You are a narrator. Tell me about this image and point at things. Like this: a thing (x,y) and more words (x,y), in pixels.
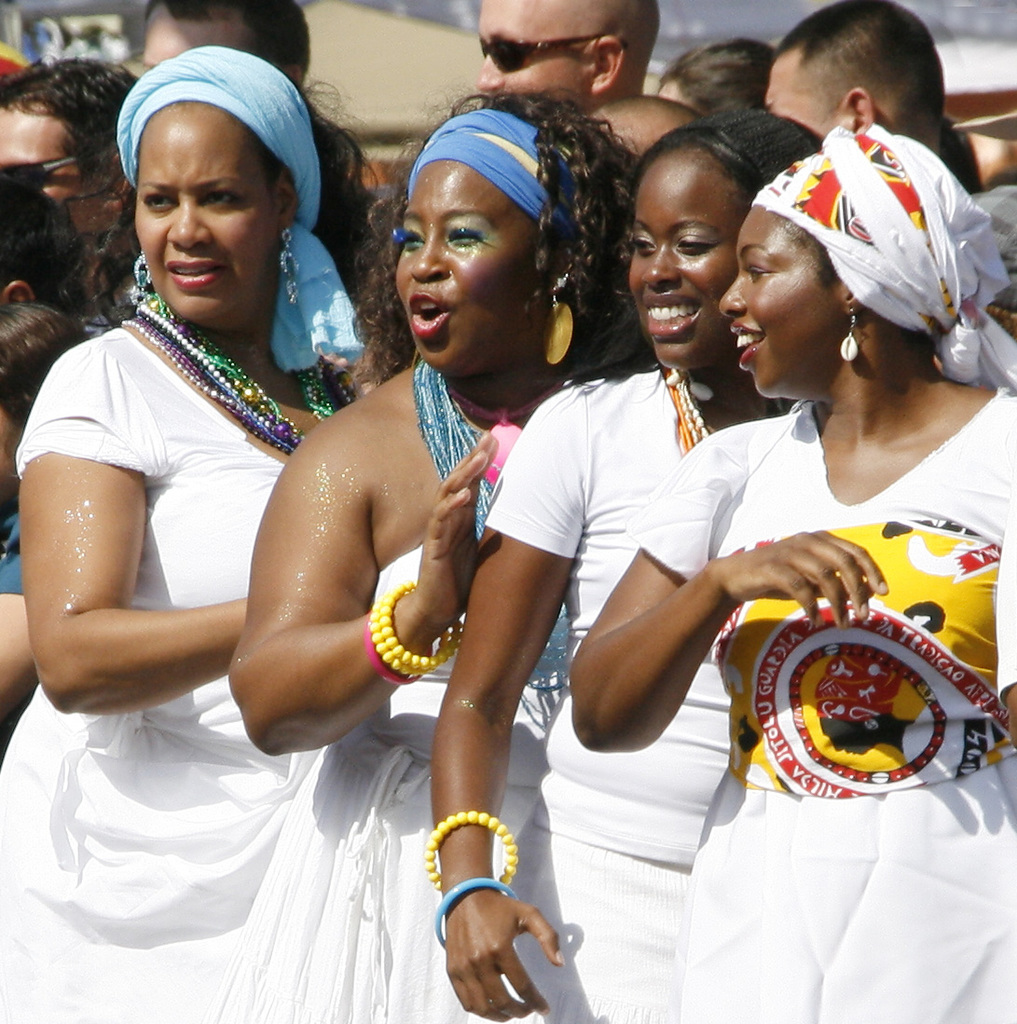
In this image we can see some persons (648,624). In the background of the image (597,96) there are some persons (586,92) and other objects (774,1).
